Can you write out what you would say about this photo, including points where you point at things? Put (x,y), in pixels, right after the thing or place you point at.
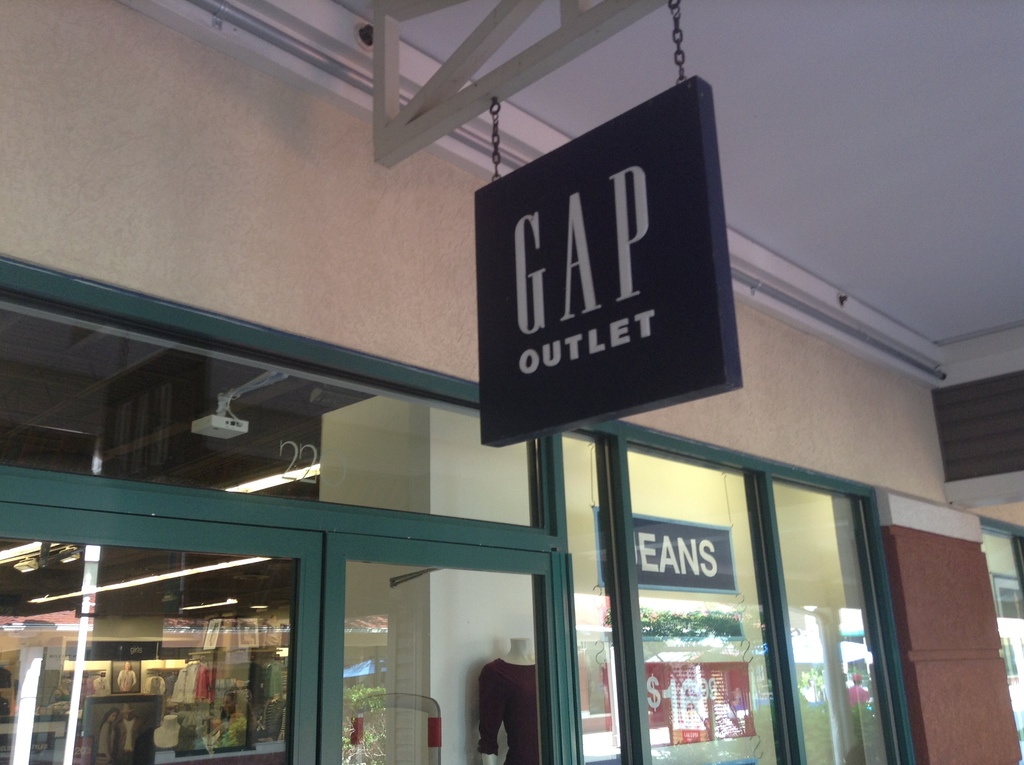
In this image there is a building (505,628) with glass walls (680,606) and something's in it.
